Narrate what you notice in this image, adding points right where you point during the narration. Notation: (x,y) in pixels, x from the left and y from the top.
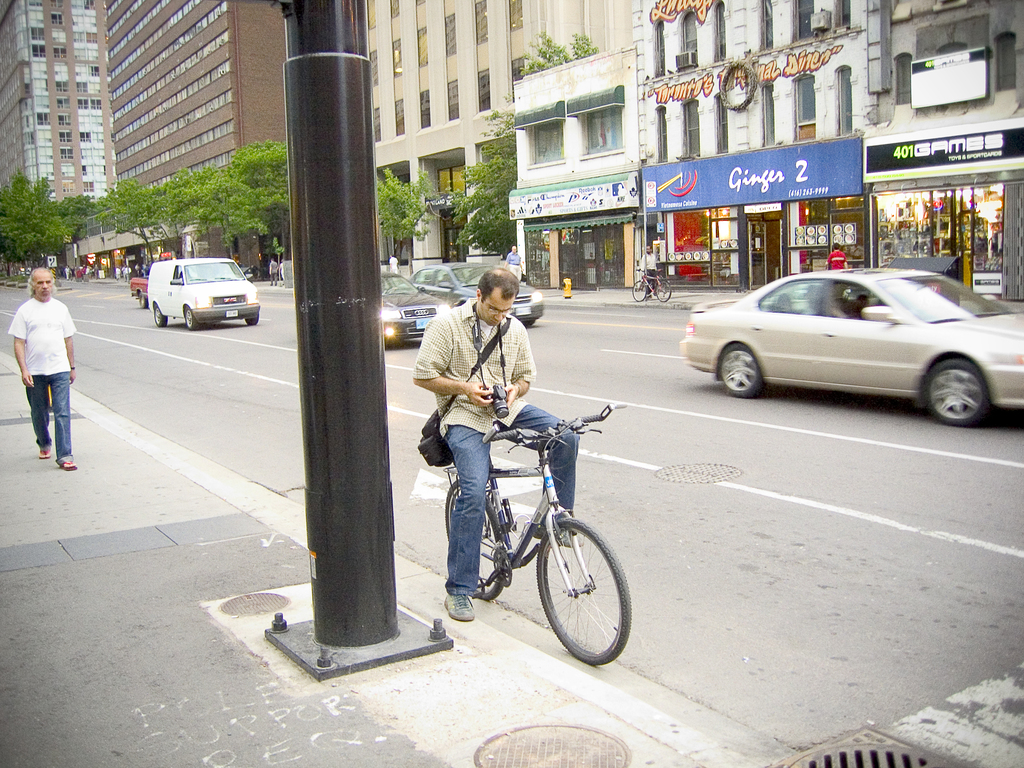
In this picture we can see vehicles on the road (830,607). Here we can see a person (511,373) on the bicycle (526,475). He is holding a camera (497,394) with his hands (518,394). And these are the trees (19,223). Here we can see a person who is walking on the road (772,642). These are the buildings (692,90). And this is the board (769,164).
